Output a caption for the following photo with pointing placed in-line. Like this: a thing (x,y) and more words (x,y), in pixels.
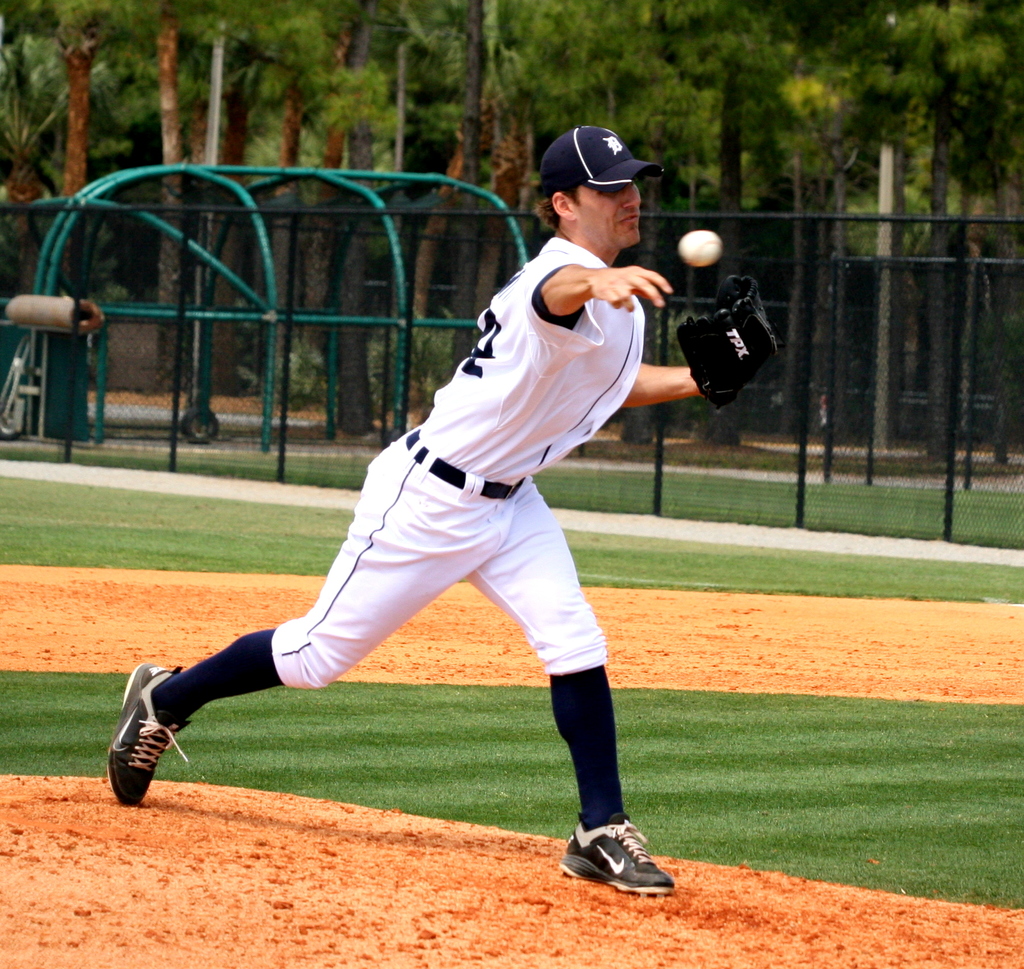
In this image there is a person (599,283) with white dress (487,447) in the playground (320,573). He is wearing cap (596,188) and gloves (716,322) and also shoes (172,719). In the background (929,399) there is a fence (905,283) and also many trees (539,53). Ball (718,240) is also visible.
